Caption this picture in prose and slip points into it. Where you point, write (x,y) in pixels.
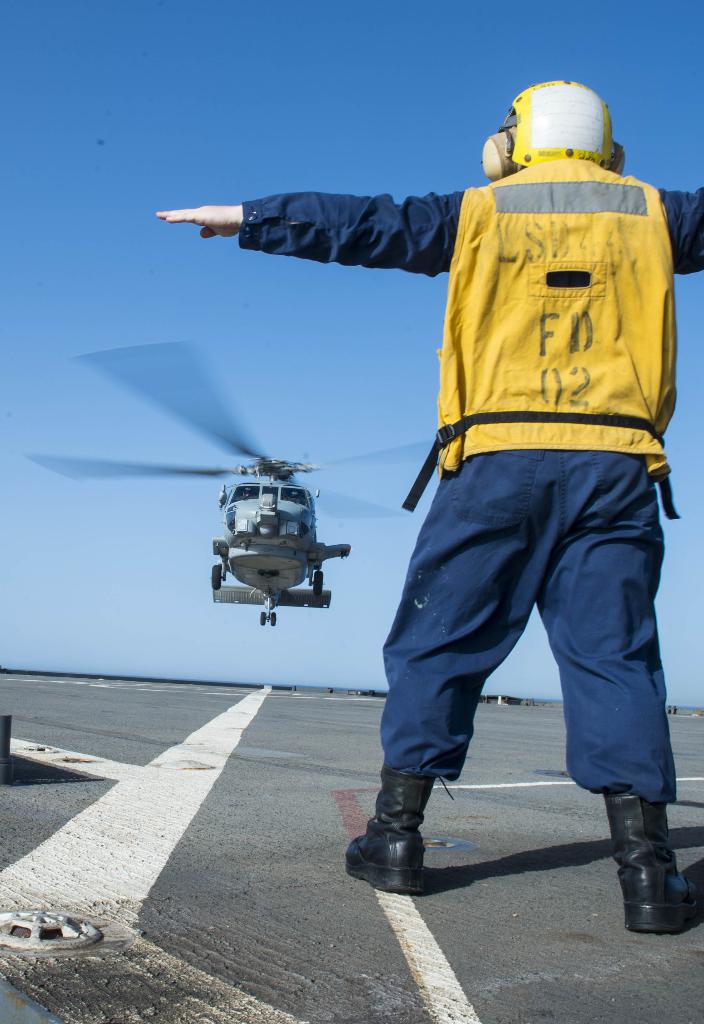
In the foreground (417,259) I can see a person (365,198) is standing on the deck (446,811). In the background (387,186) I can see an aircraft (112,357) and the blue sky (319,450). This image is taken during a day.
